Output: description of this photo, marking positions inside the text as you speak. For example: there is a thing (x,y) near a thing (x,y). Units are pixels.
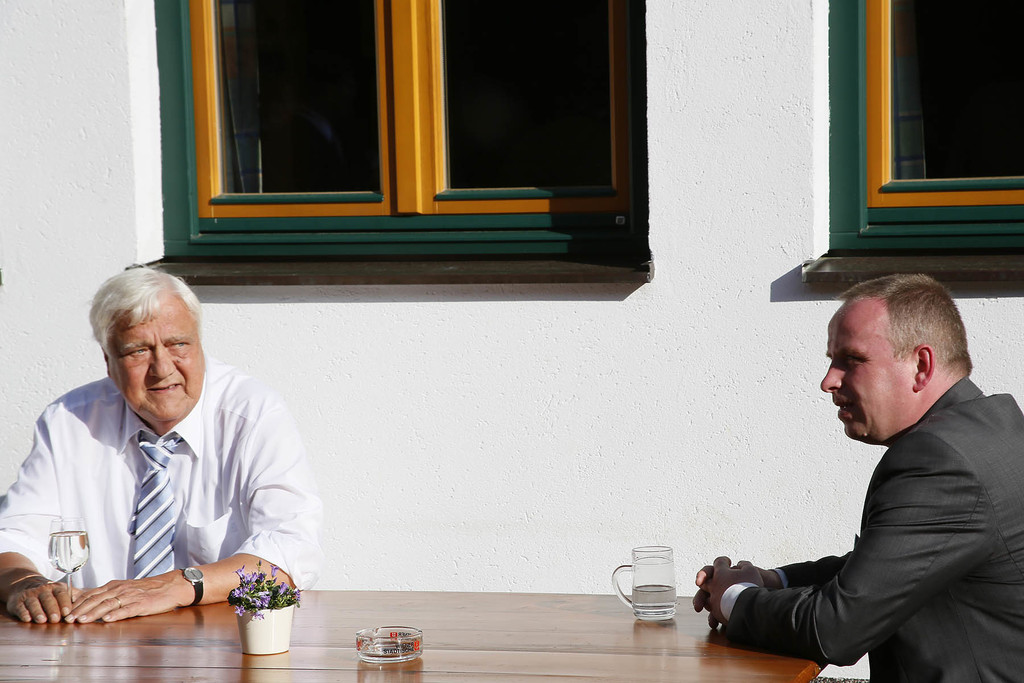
In the foreground of this image (172,423), there are two persons (267,460), one in white dress (245,486) and another in black. They are sitting near a table (554,655) on which glasses (660,588), a small plant (259,603) and a small bowl (381,639) placed on it. In the background (418,394), there is a wall (130,92) and two windows (572,108).
